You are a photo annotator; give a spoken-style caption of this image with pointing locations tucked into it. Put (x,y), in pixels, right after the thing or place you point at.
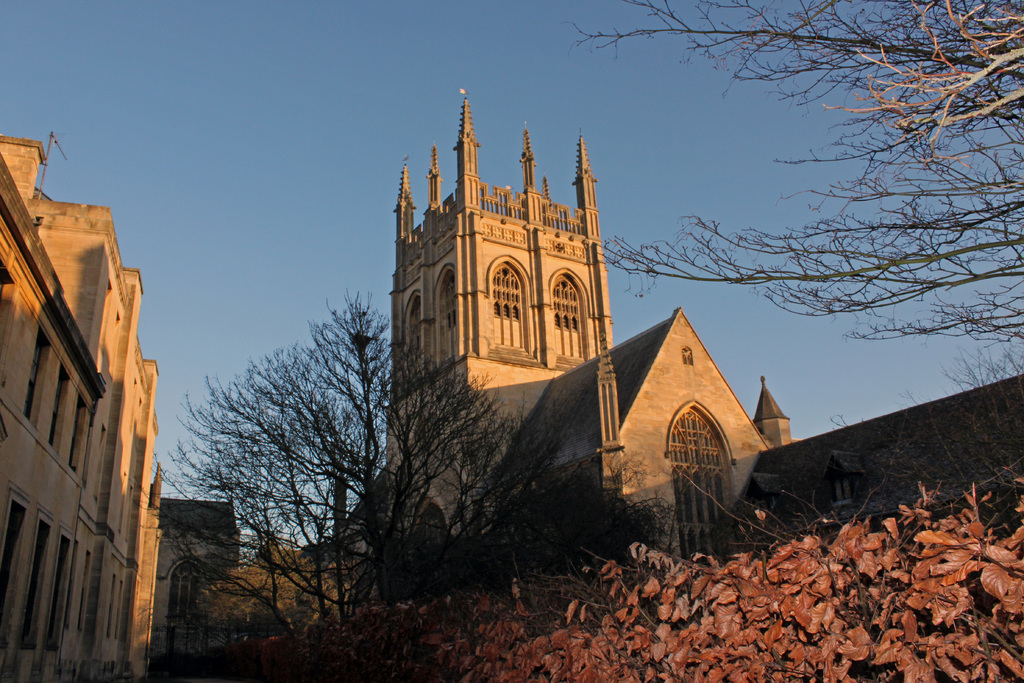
There are plants (749,600) and trees (533,520) in the foreground (515,511), it seems like a castle (492,288) in the center (511,358) and a building (79,351) on the left side (66,452) and the sky (389,281) in the background area (409,166), there is a tree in the top right side (828,201).
